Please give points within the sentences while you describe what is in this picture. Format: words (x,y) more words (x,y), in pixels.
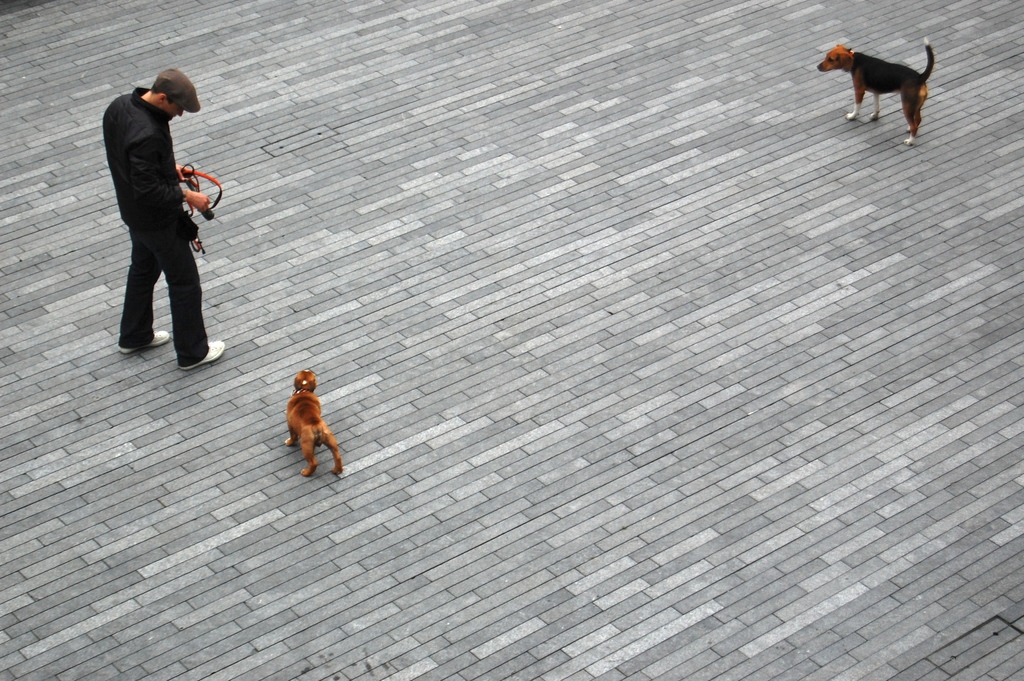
In this image there is a person (194,207) standing by holding some object (212,218) in his hand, in front of the person (156,251) there are two dogs (310,429).
